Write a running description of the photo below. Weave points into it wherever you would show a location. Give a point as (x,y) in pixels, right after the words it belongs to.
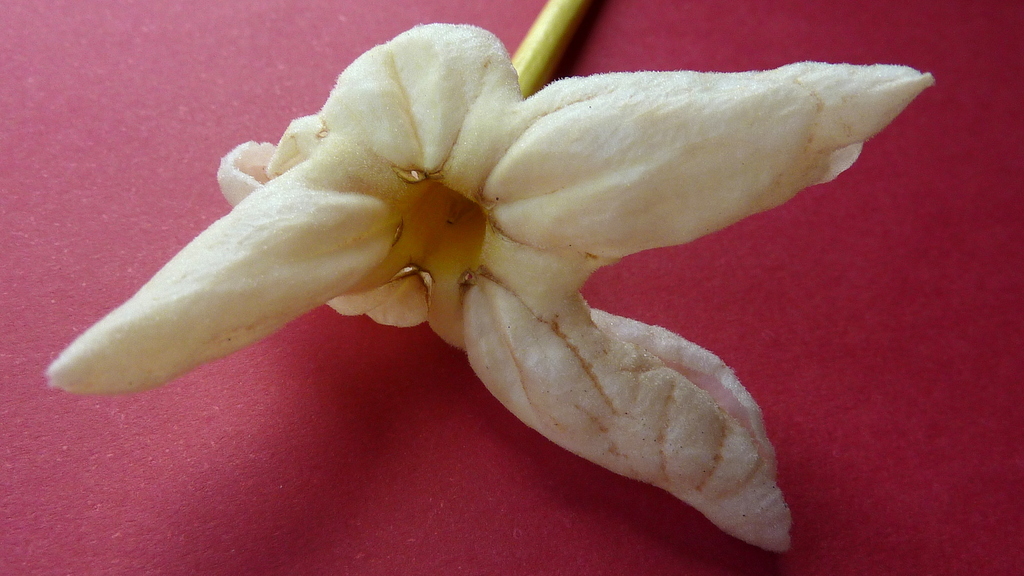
Here in this picture we can see a flower (352,243) present over a place (136,100).
